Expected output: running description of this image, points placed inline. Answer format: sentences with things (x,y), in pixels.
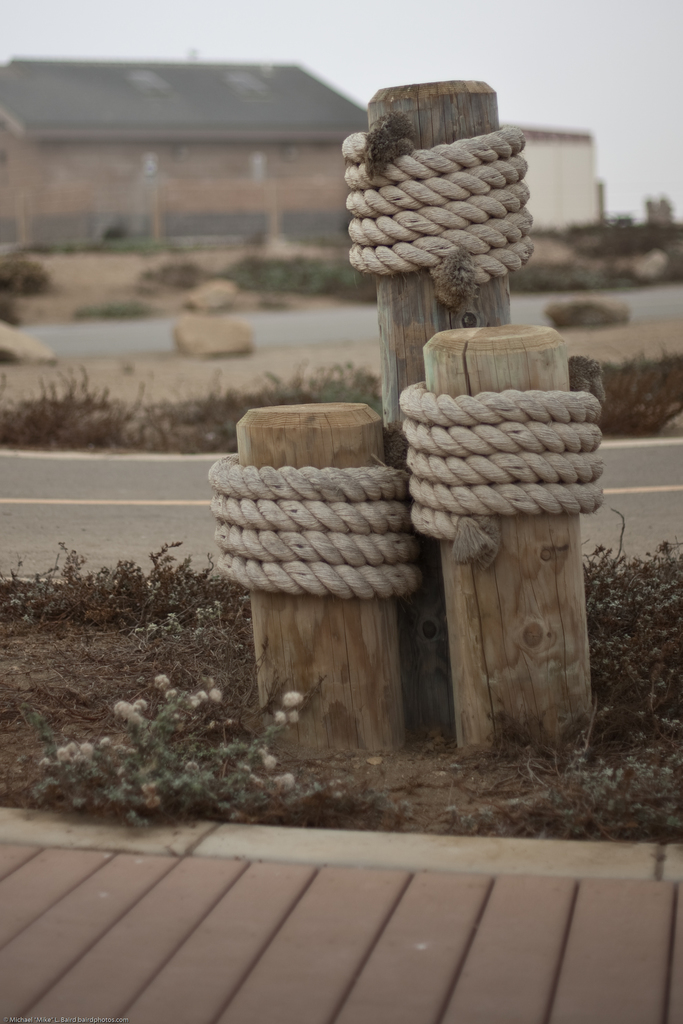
At the bottom of the image (195,886) there is a floor (285,1018). Behind the floor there is grass (638,699) and also there are wooden logs (413,535) with ropes (392,466). Behind them there is a road (17,494). In the background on the ground (106,312) there are stones (203,286). And also there are buildings (224,137) with roofs (340,110) and walls (135,153).
